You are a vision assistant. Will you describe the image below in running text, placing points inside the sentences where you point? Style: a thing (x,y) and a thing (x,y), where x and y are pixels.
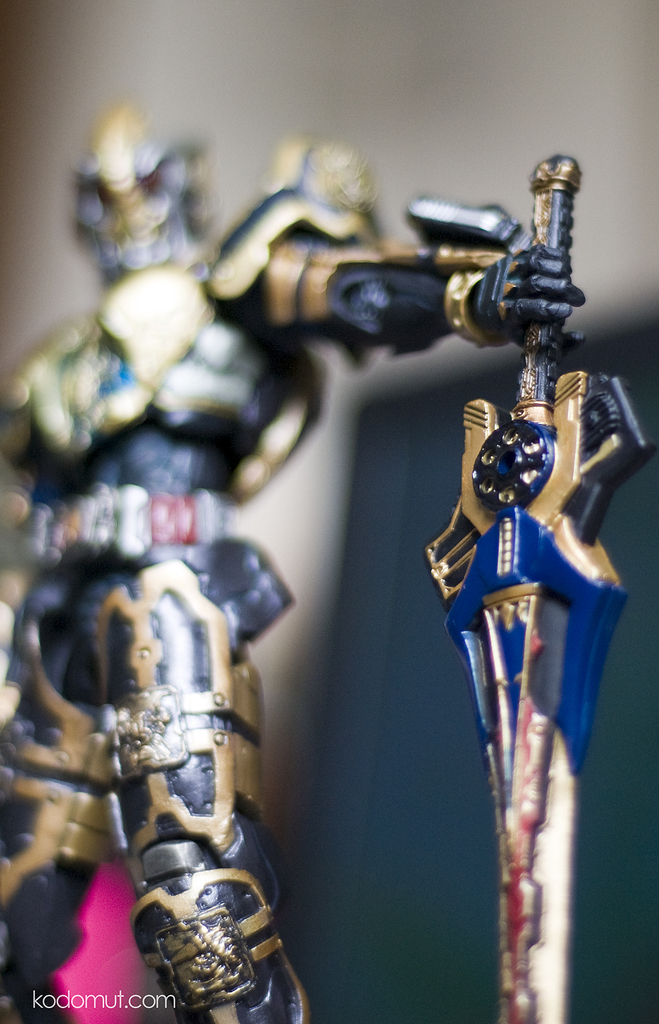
In the image there is a statue (134,672) of person (135,687) with armour (121,421) and holding a sword (502,746).
